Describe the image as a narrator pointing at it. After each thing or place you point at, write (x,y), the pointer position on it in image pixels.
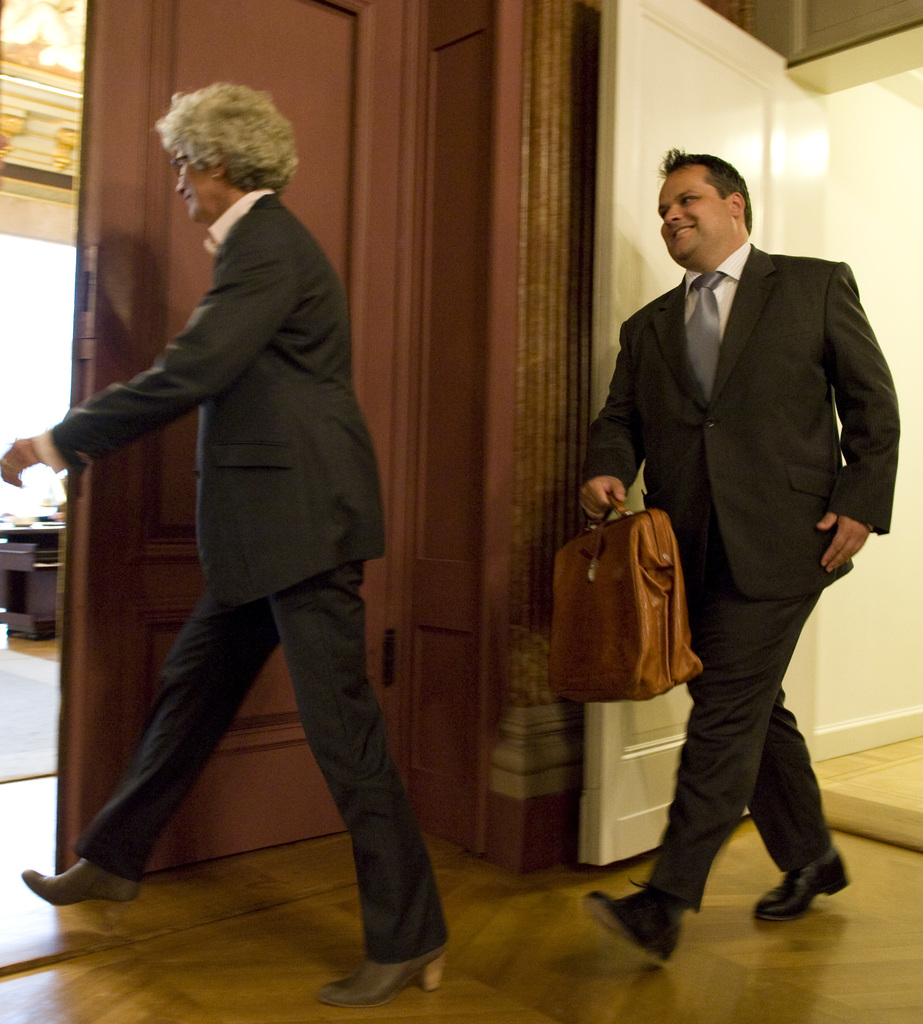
In this image I can see two persons (303,499) wearing black colored blazers (316,471) and black colored pants (723,756) are walking on the floor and I can see the person (779,560) on the right side (672,527) is holding a brown colored bag (635,591) in his hands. In the background (400,236) I can see the brown colored door (348,73) and the cream colored wall (852,140).
